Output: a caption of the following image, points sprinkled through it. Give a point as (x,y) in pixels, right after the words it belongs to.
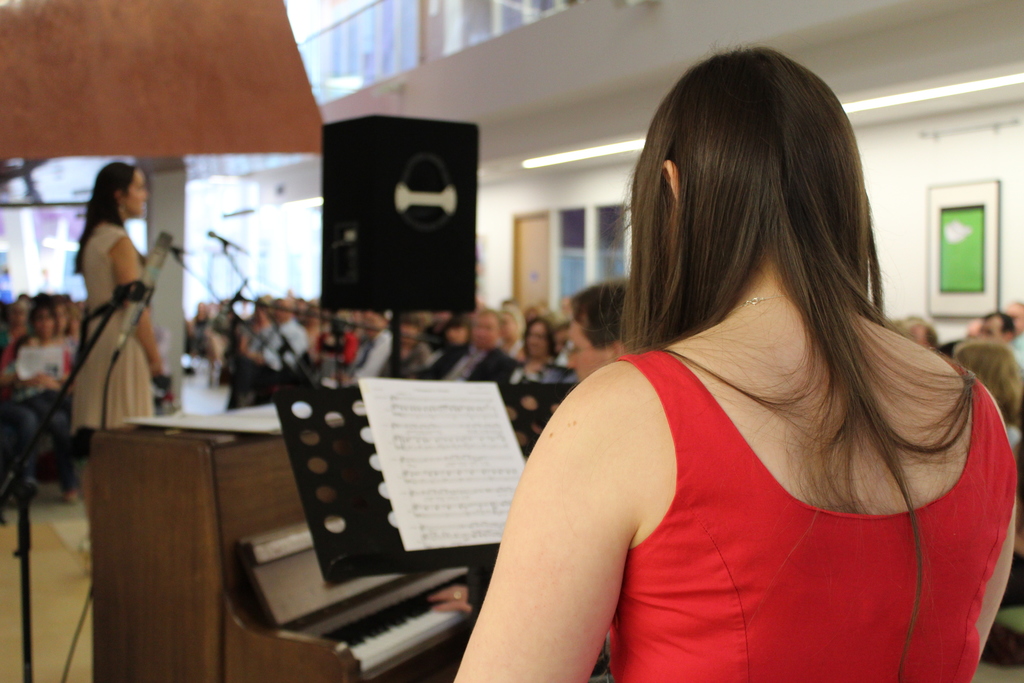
there are many people (426,361) sitting in a room (539,269) two persons (656,321) are standing one person (600,298) is playing piano (279,524).
